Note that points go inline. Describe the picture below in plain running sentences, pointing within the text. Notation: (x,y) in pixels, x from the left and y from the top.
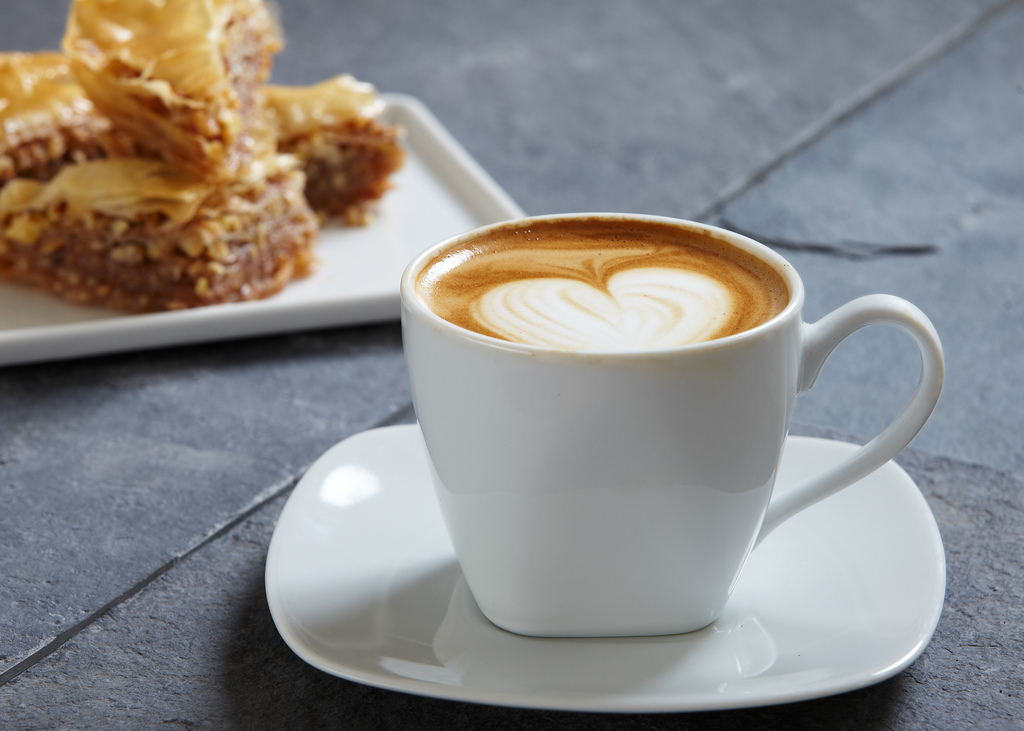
In this image I can see at the bottom (651,521) there is a coffee cup (775,400) and a saucer (717,623). On the left side (172,11) there is the food (314,199) in a plate (417,202).
